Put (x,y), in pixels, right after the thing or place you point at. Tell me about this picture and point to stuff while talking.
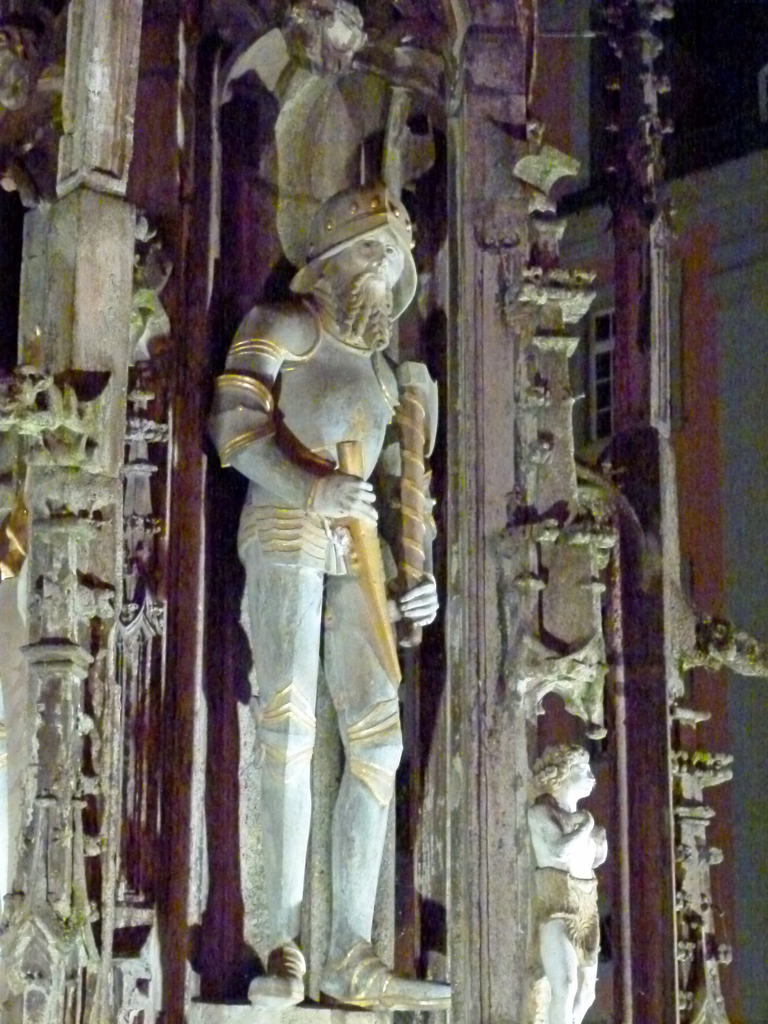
In this image I can see the person statue (367,379) and few pillars (518,472). In the background (694,340) I can see the building (730,221).
